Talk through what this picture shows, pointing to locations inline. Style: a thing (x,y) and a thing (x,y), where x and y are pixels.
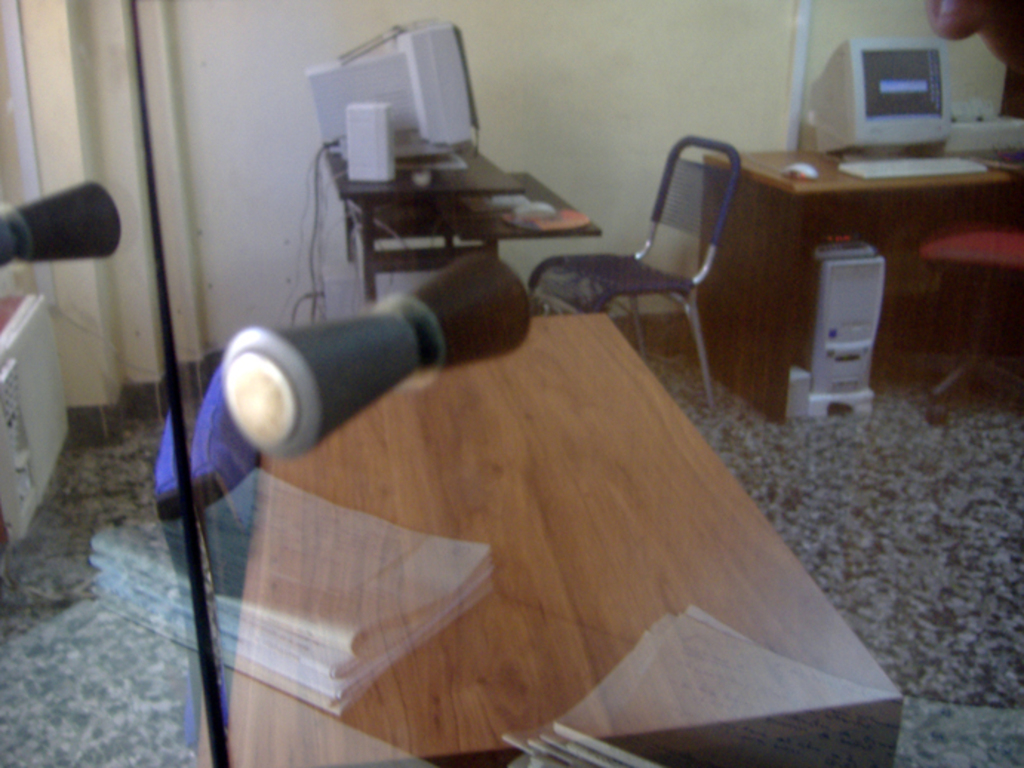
In this picture we can see some tables (642,525), computers (821,373) and chairs (582,308).
